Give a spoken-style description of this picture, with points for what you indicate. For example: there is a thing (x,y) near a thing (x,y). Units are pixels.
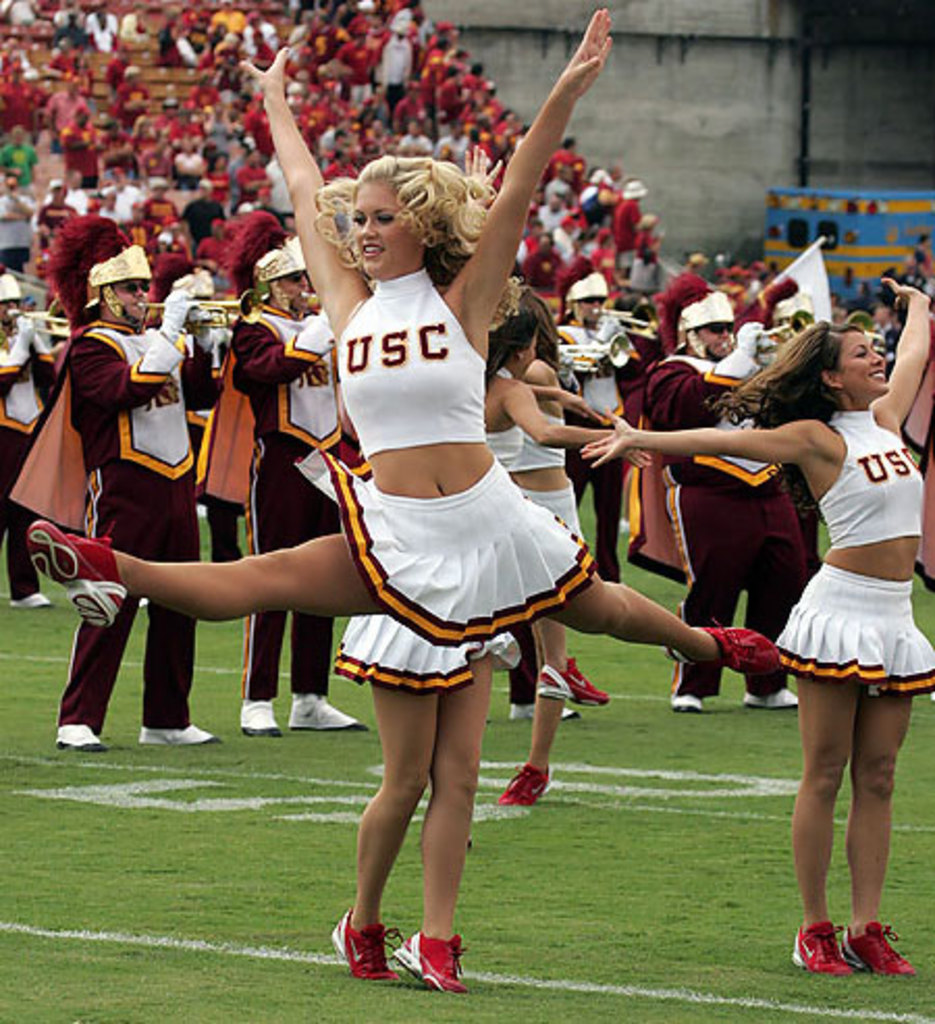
This picture is clicked outside. In the center (441,372) there is a woman (350,272) wearing white color t-shirt (423,399) and jumping in the air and we can see the group of people (577,322) playing trumpets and standing on the ground (224,639) and there are some women (860,530). In the background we can see the group of persons (233,94), chairs (160,86), wall (792,114) and some other objects (824,298).
